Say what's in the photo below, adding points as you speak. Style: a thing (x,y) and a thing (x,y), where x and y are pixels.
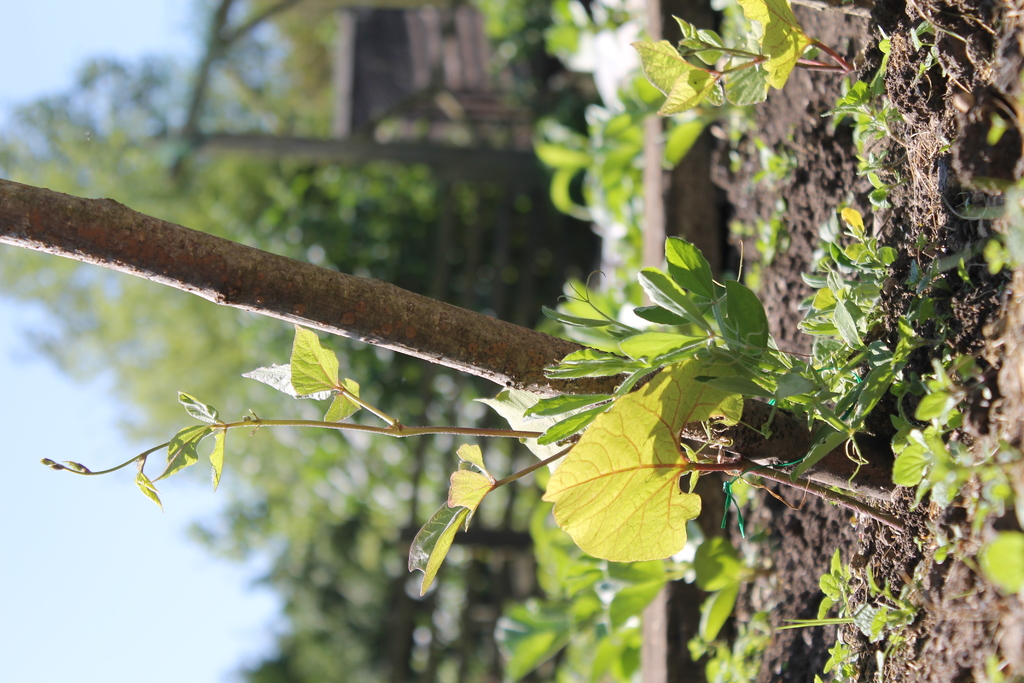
In this image we can see plants (584,427) and trees (418,368). On the left side (132,382), we can see the sky (116,626).
